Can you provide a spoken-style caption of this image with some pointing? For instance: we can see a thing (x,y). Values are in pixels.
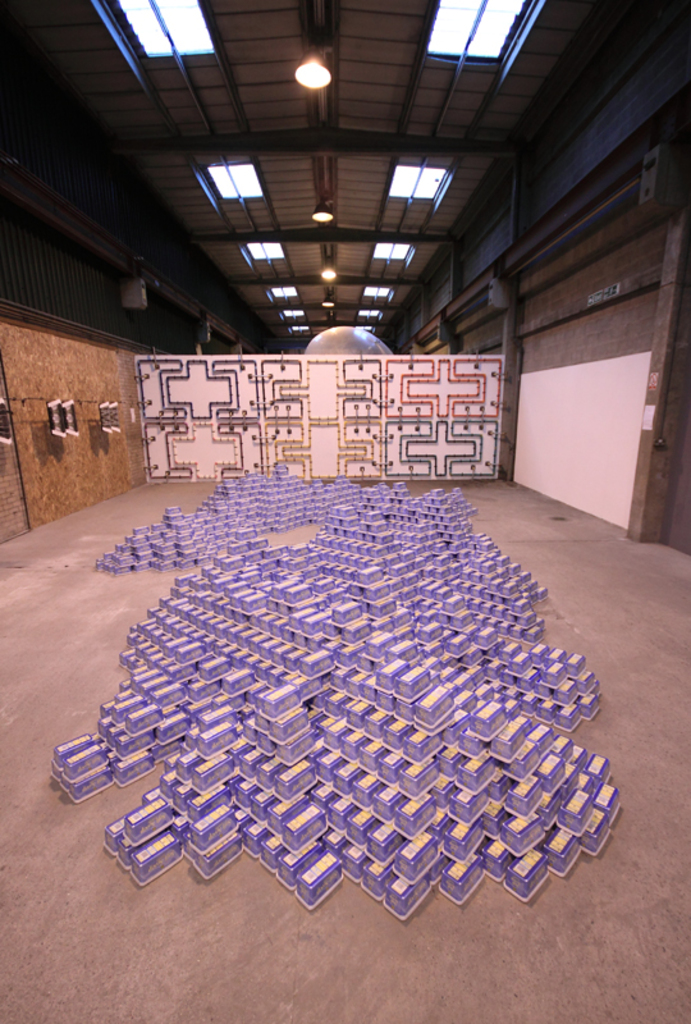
In this image are few boxes (279,815) kept one upon the other. They are on the floor (334,918). Behind it there is a wall (346,399) having some design (338,408) on it. Few lights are attached to the roof (387,94).
